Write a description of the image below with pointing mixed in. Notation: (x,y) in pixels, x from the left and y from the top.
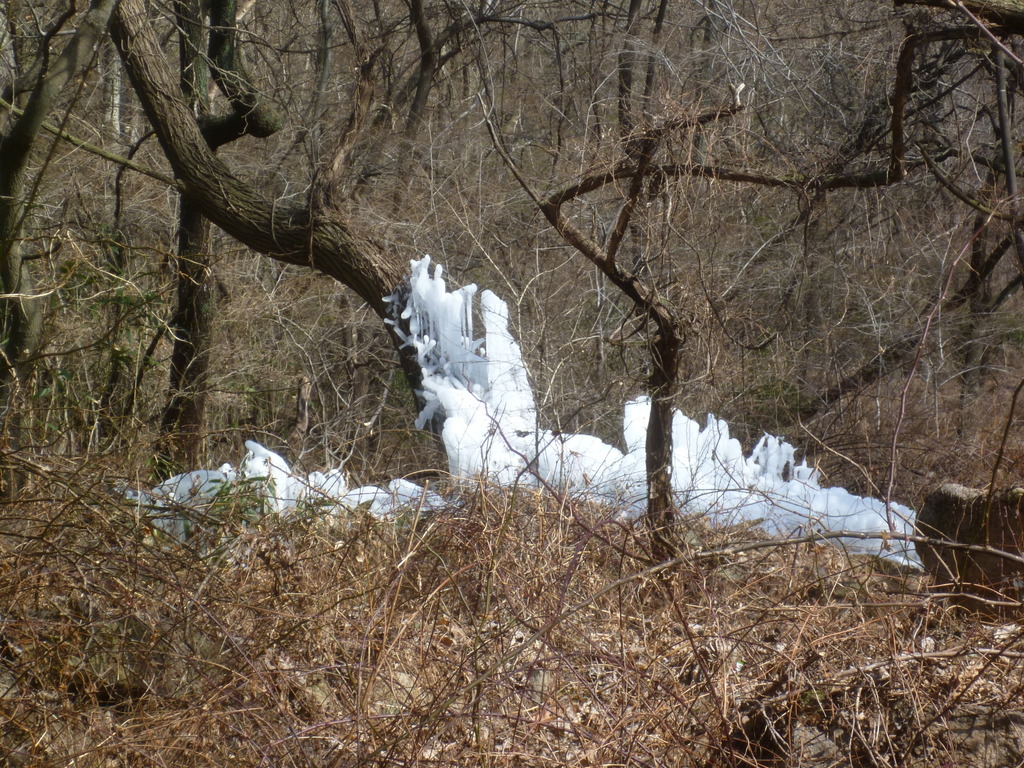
This image is taken in a forest (592,413) where there are dried grass (499,641) on the floor (547,673) and dry trees (567,143).
